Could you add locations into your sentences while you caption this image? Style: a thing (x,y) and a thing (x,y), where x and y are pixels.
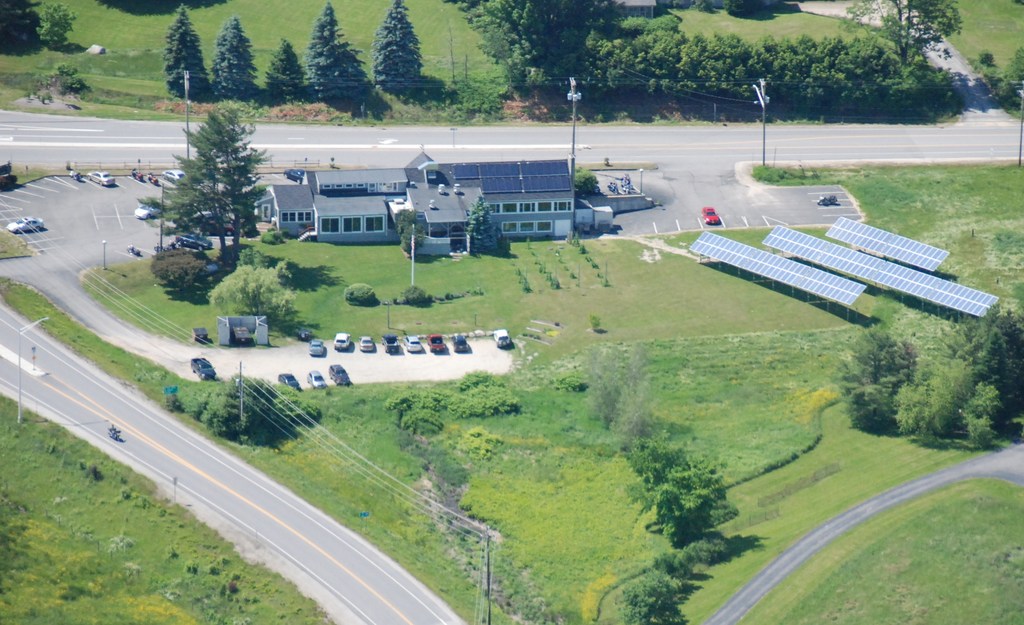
This is an aerial view of an image where we can see the roads (397,126), grass (437,548), trees (241,228), houses (280,212), solar panels (946,298), vehicles (292,180) parked here and light poles (762,102).
